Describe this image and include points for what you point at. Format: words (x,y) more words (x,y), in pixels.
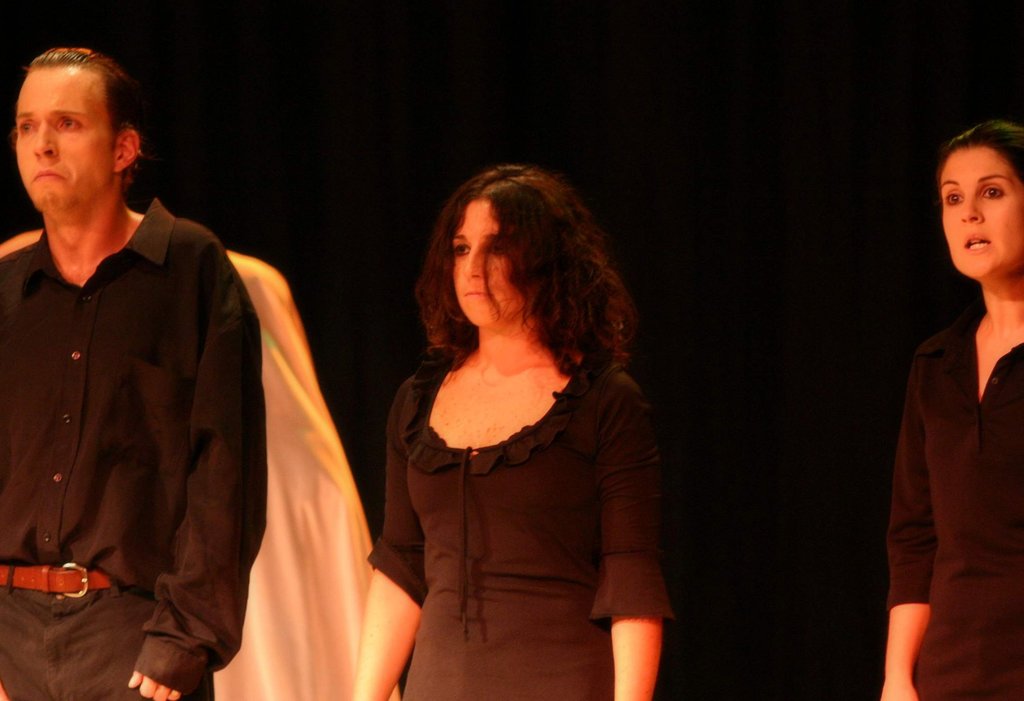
In this image we can see people (1009,583) standing. They are all wearing black dress (568,528). In the background (307,441) there is a white cloth (296,479).
